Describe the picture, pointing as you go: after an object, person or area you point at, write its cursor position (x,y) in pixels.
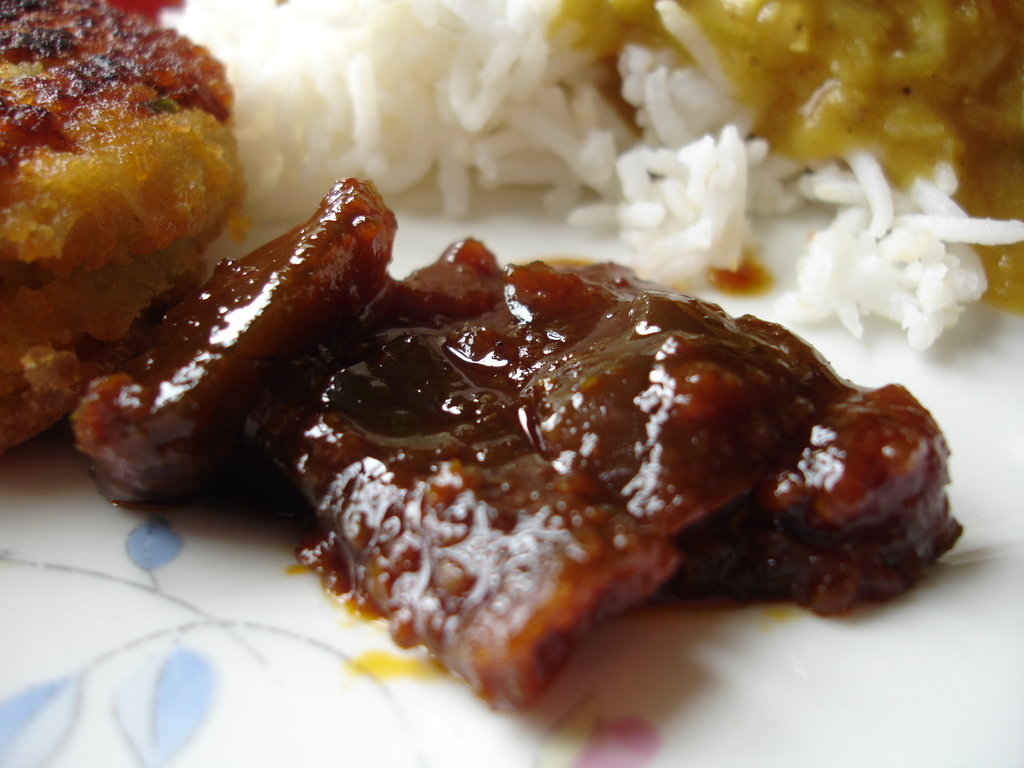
In this image we can see some food (528,363) containing a curry (535,441), rice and dal (859,90) in a plate (722,300).
